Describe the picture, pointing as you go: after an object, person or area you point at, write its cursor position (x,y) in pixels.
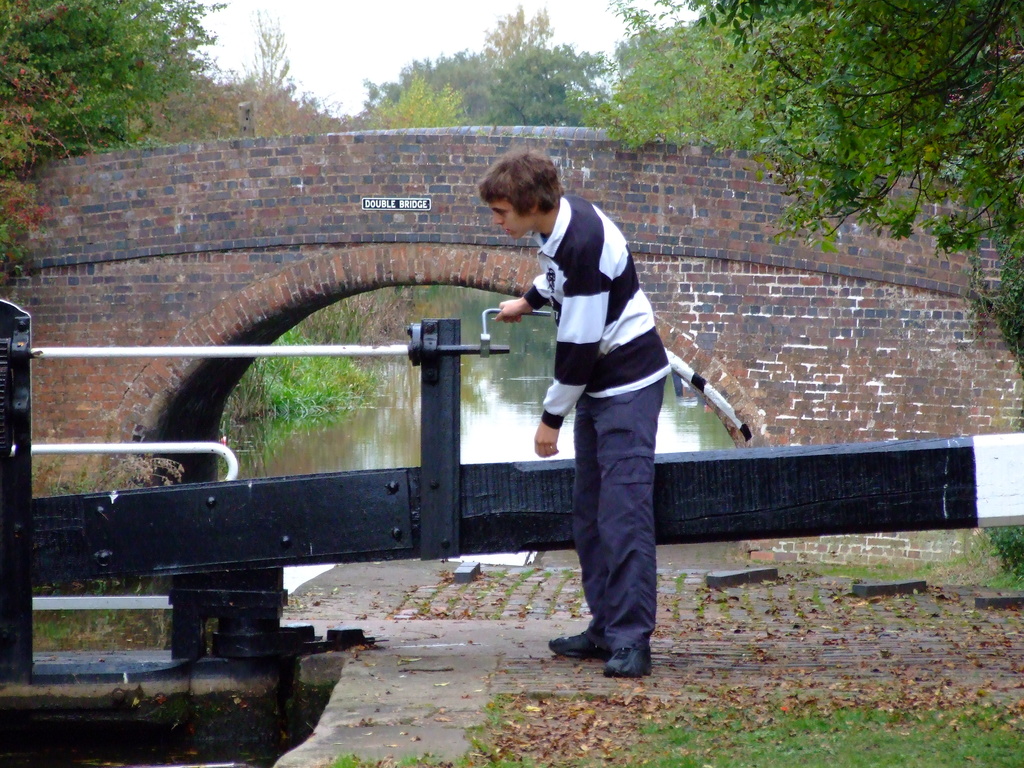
In front of the image there is a person (512,320) holding the metal rod handle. Beside him there is a wooden fence (503,488). At the bottom of the image (686,686) there is grass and dried leaves (948,690) on the surface (455,649). At the center of the image (670,257) there is a bridge (820,259). There is water (511,378). There are plants (369,300), trees (281,35). At the top of the image (424,30) there is sky (378,13).
